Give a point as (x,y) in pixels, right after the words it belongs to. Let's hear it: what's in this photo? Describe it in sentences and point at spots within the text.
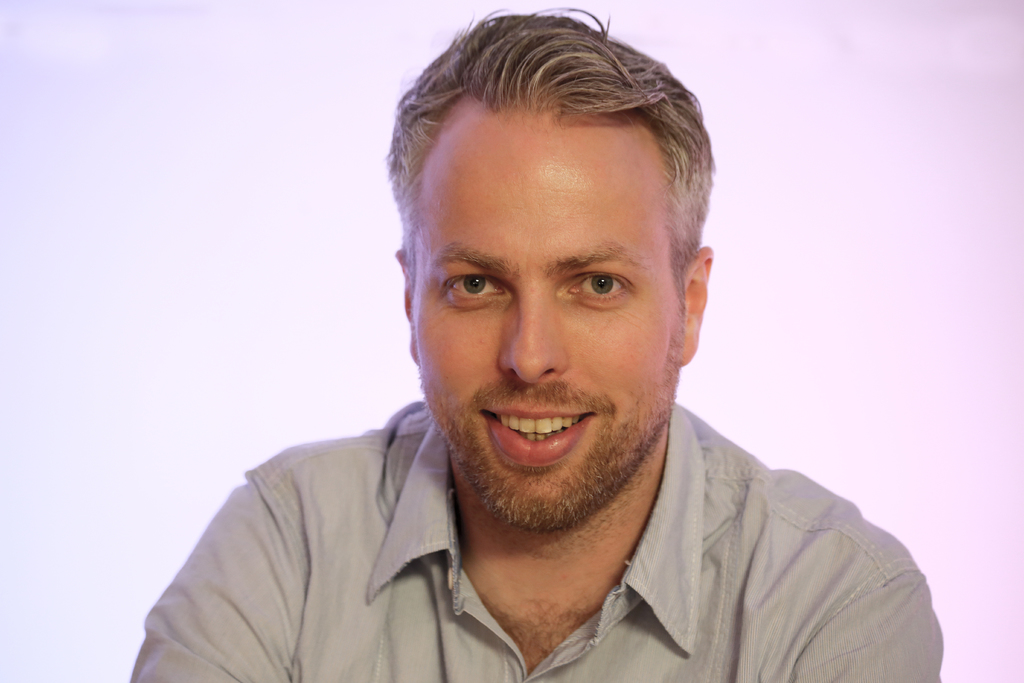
In this image there is a man (639,295), he is wearing gray color shirt (813,619), in the background (106,333) it is white.
